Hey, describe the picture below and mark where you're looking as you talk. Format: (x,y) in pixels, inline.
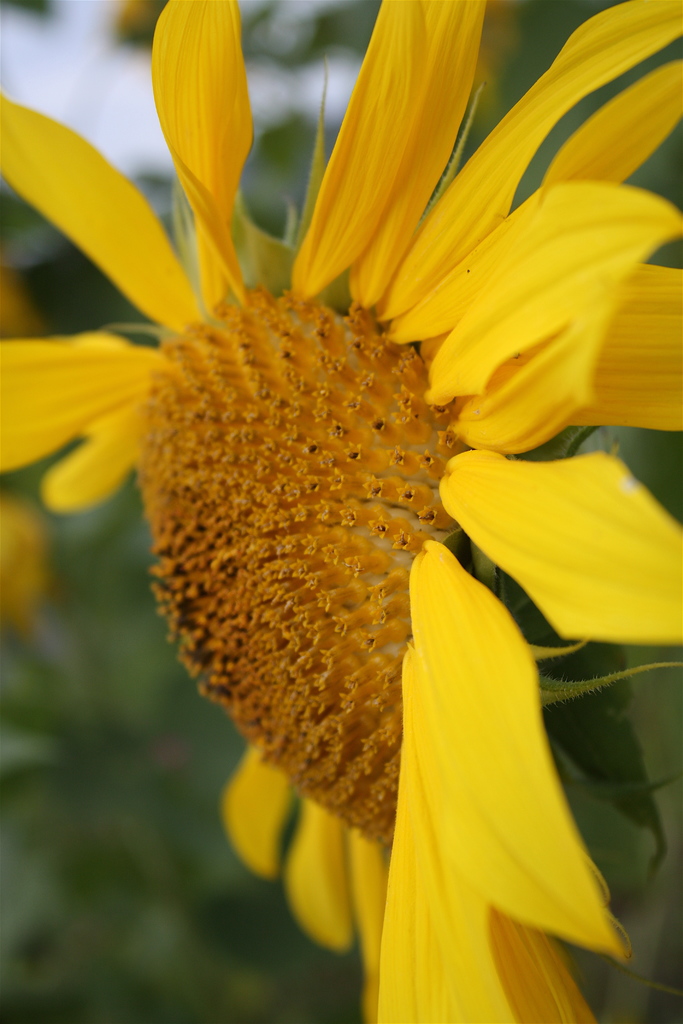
In this image I can see the flower (253,701) to the plant (465,830). The flower (302,367) is in yellow color and there is a blurred background (13,802).
